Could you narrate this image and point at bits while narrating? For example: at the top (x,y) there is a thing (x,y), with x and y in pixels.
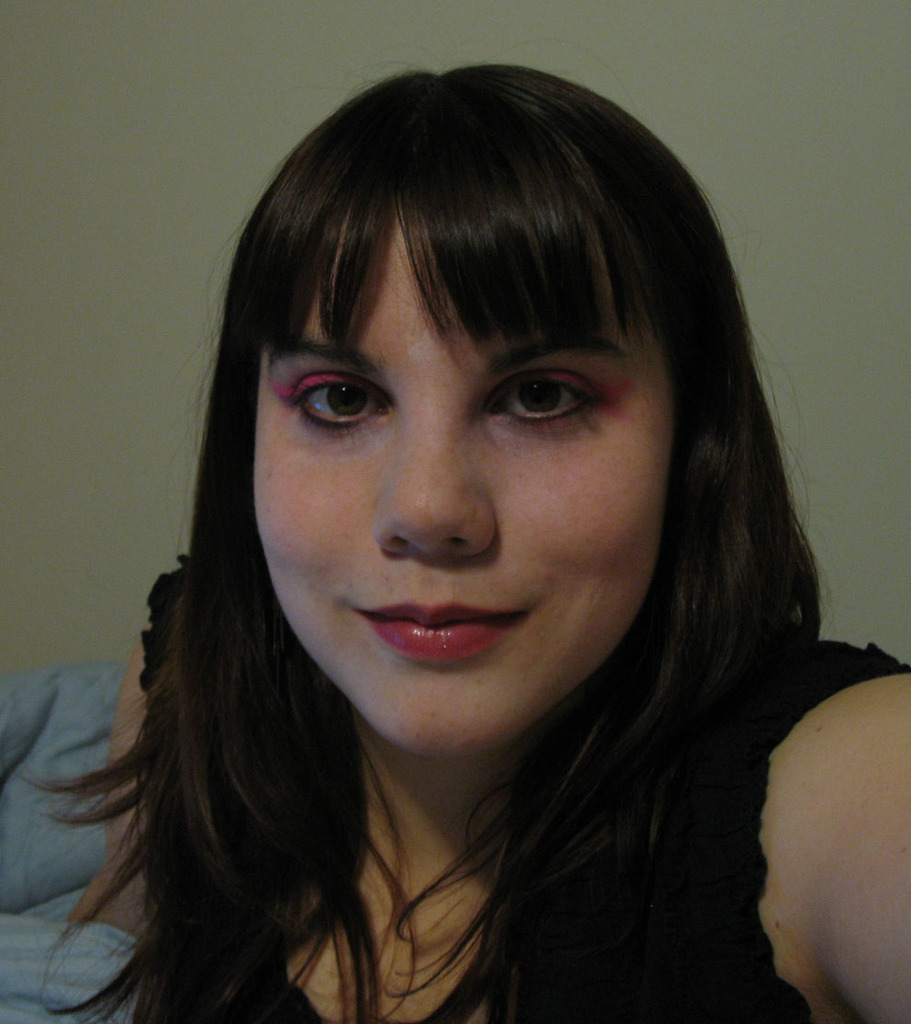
In this picture I can see there is a woman (352,645) and she is smiling. In the backdrop (39,428) there is a blanket (77,942) and a wall (196,180).
